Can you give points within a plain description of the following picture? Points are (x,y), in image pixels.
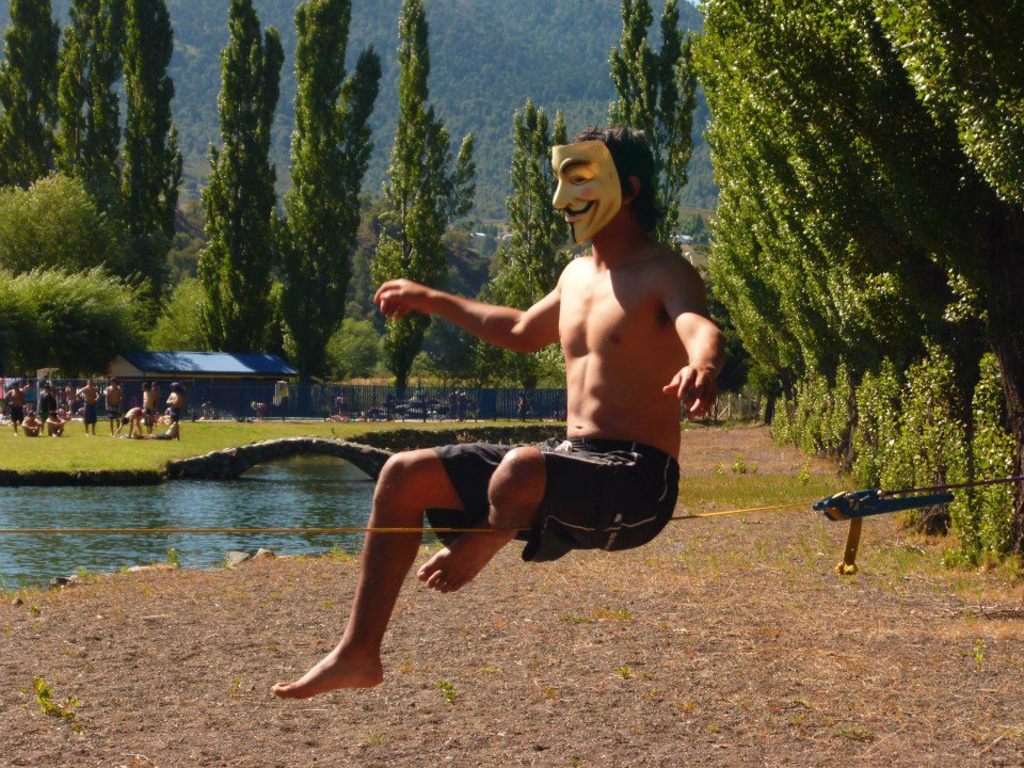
Here we can see a man (587,464) in sitting position on a rope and there is a mask (568,186) on his face (568,193). In the background (10,563) we can see water (180,515), few persons (142,436) standing and sitting on the ground (103,441). We can also see trees (524,257), house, fence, poles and a mountain (472,254).
